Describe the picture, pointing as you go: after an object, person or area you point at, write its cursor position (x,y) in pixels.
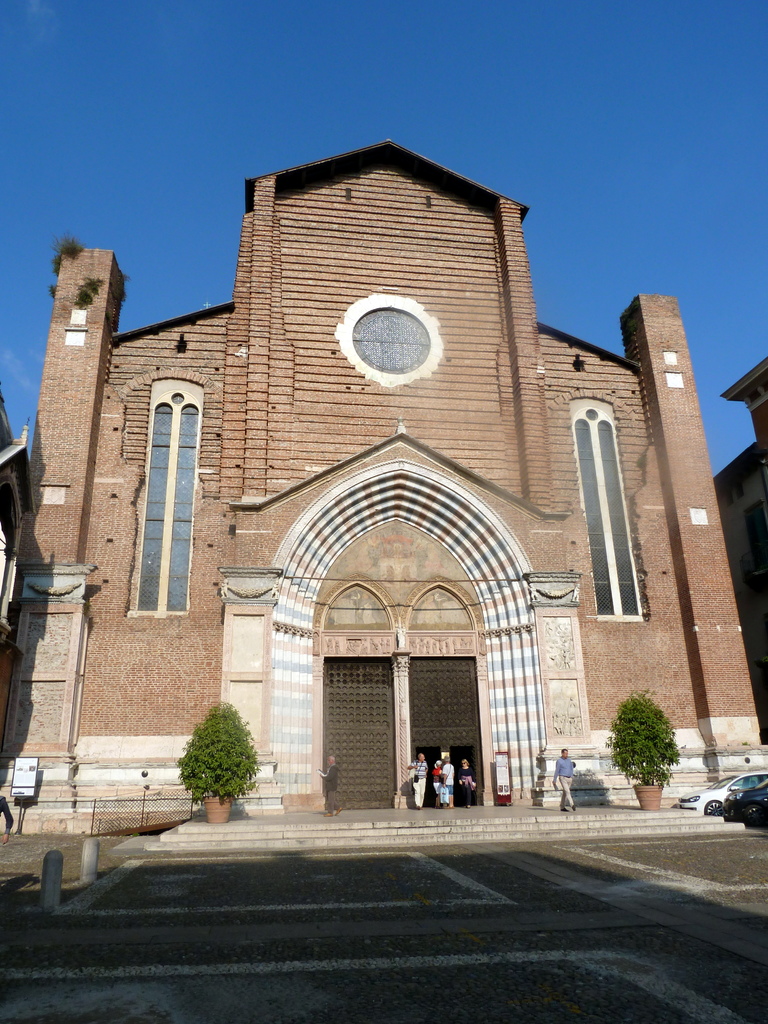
At the bottom of the image (690,909) there is a floor (691,1006). There is a building (485,485) with walls (327,257), windows (612,454), arches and doors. Also there are steps (609,823). There are pots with plants (657,758) on the floor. On the right side of the image (731,793) there are vehicles (735,820). At the top of the image (334,132) there is a sky (378,125).
